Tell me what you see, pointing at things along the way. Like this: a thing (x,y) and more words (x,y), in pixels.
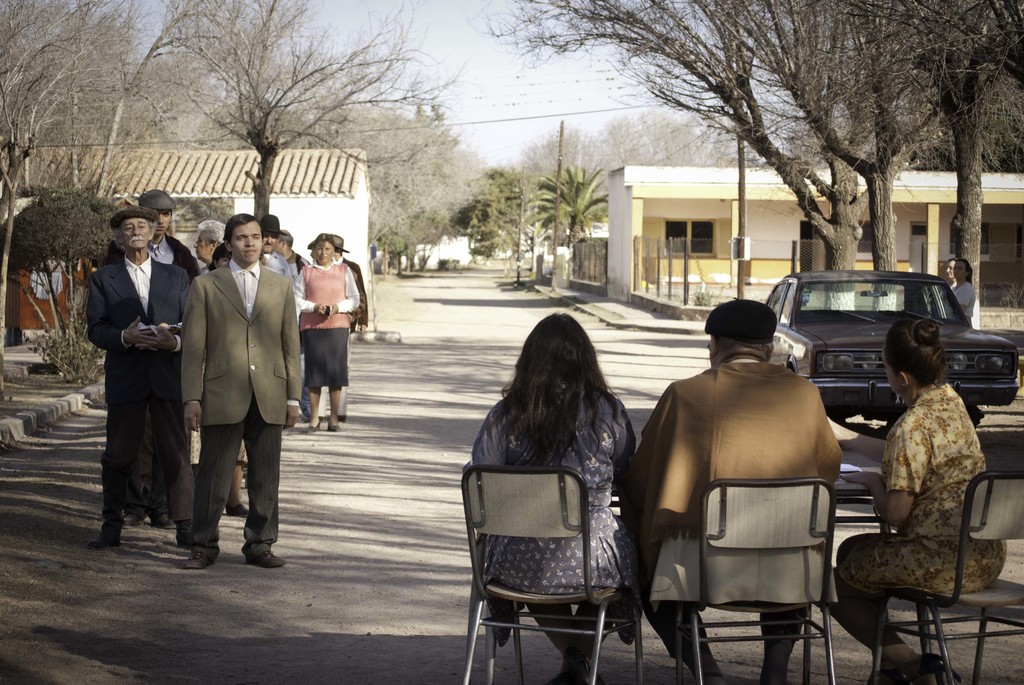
The picture consists of road (423,359) on which there are people (256,248) standing in the queue (283,303) beside these queue (243,386) there are three persons (607,544) who are sitting on the chair (543,524). In front of them there is a car (824,300), tree (844,243) and building (701,218). At the background (619,197) there are trees (261,183) and house (310,195).
